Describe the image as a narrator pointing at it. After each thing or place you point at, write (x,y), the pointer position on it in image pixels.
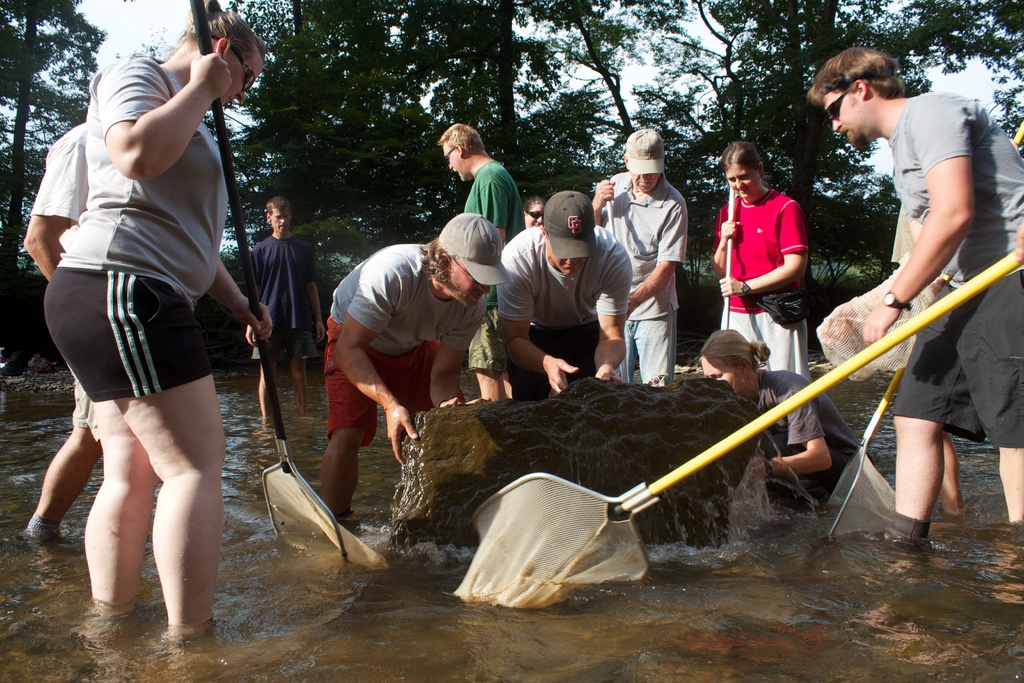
In this picture there are group of people (71,372) standing and few are holding the objects (289,476). In the middle of the image (527,449) it looks like a stone (698,431). At the back (312,85) there are trees (312,85). At the top (642,49) there is sky (720,49). At the bottom (573,657) there is water (547,641).
